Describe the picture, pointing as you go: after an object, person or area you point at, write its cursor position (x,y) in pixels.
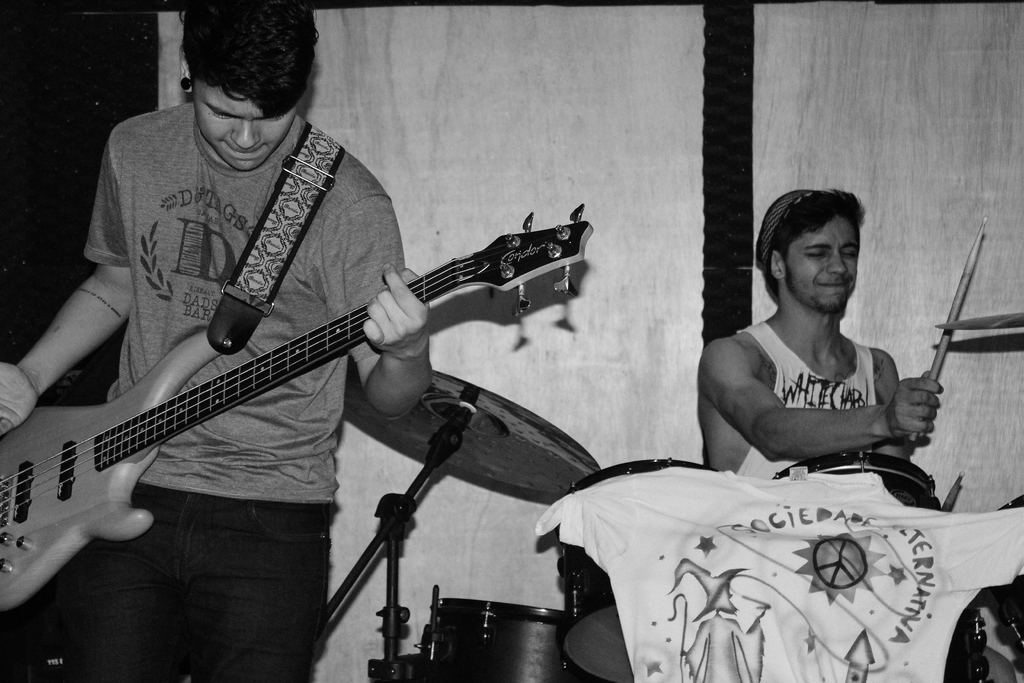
In this image I can see two men (752,327). one man (752,327) is sitting and playing the drums (909,485) on the right side of the image (906,480). A man (386,320) who is on the left side (260,501) is standing and holding a guitar (232,390) in his hands (409,329).
